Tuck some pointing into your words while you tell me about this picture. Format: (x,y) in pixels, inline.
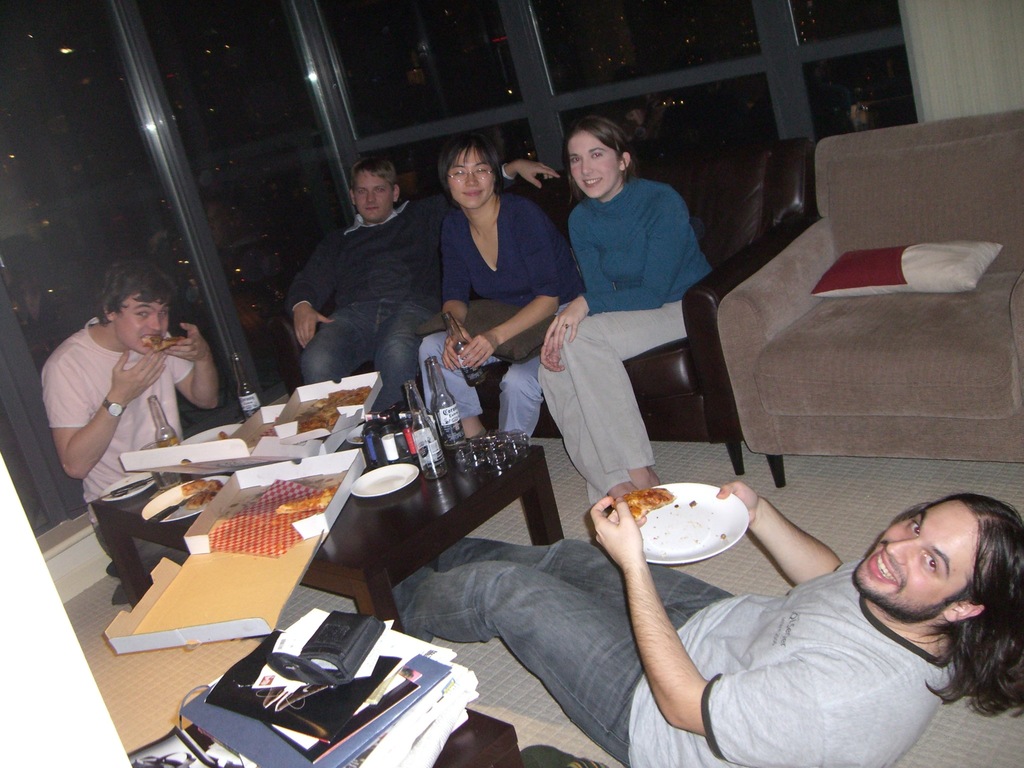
These three persons (474,251) are sitting on the sofa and this person (456,303) holding bottle (447,328) and pillow (485,318), This person (155,363) sitting on the floor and having food (168,341) and this person (651,585) laying on the floor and holding plate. We can see bottles (247,414), boxes (242,501), food (331,413), plate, books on the table (446,754). On the background (354,112) we can see glass window (839,56), wall (973,55).
